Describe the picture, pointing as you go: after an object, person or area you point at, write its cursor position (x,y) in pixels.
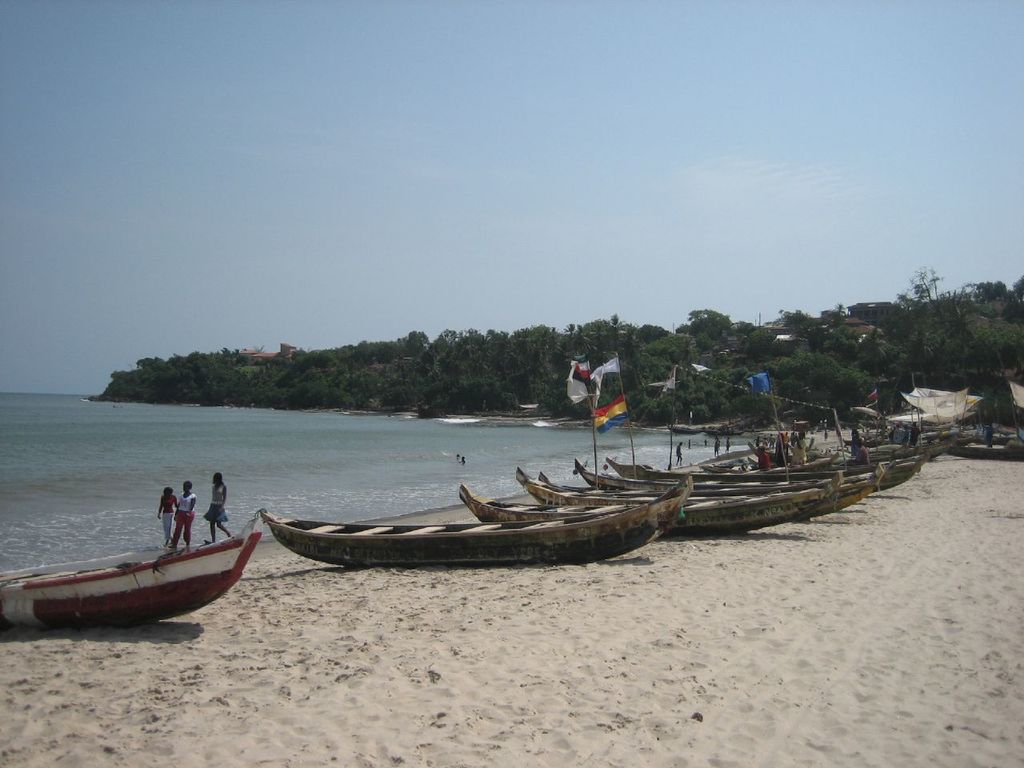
In the picture we can see a beach (327,655) with sand (440,648) and on it we can see some boats (135,614) are placed with flags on it and near to it three people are walking and behind them, we can see water (668,430) and in the background (166,379) we can see a hill (437,397) covered with plants (495,378) and trees (516,395) and behind it we can see a sky (105,376).
